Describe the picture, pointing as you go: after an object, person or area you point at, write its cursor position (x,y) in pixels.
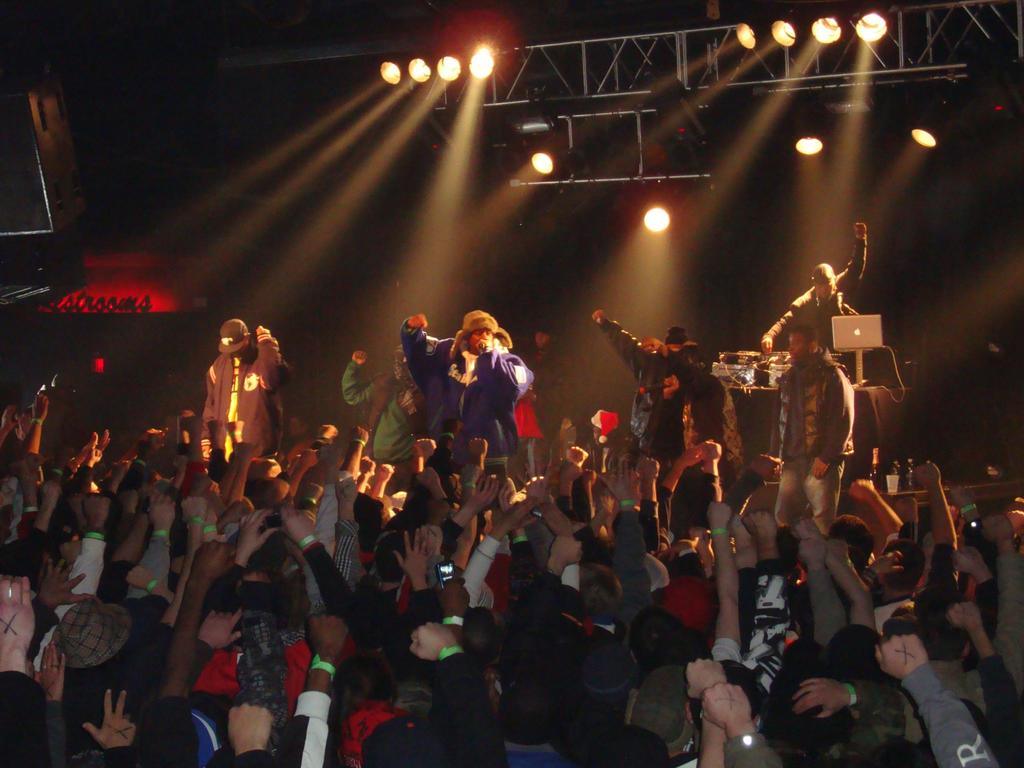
This image is taken in a concert. In this image the background (992,316) is a little dark. There are a few lights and there are a few iron bars (558,78). At the bottom of the image (662,579) there are many people (608,660) standing on the floor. In the middle of the image (414,353) a few people (473,430) are standing on the dais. There is a musical instrument (780,369) and there is a laptop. A man (488,375) is standing and holding a mic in hands (495,350). He is singing.
